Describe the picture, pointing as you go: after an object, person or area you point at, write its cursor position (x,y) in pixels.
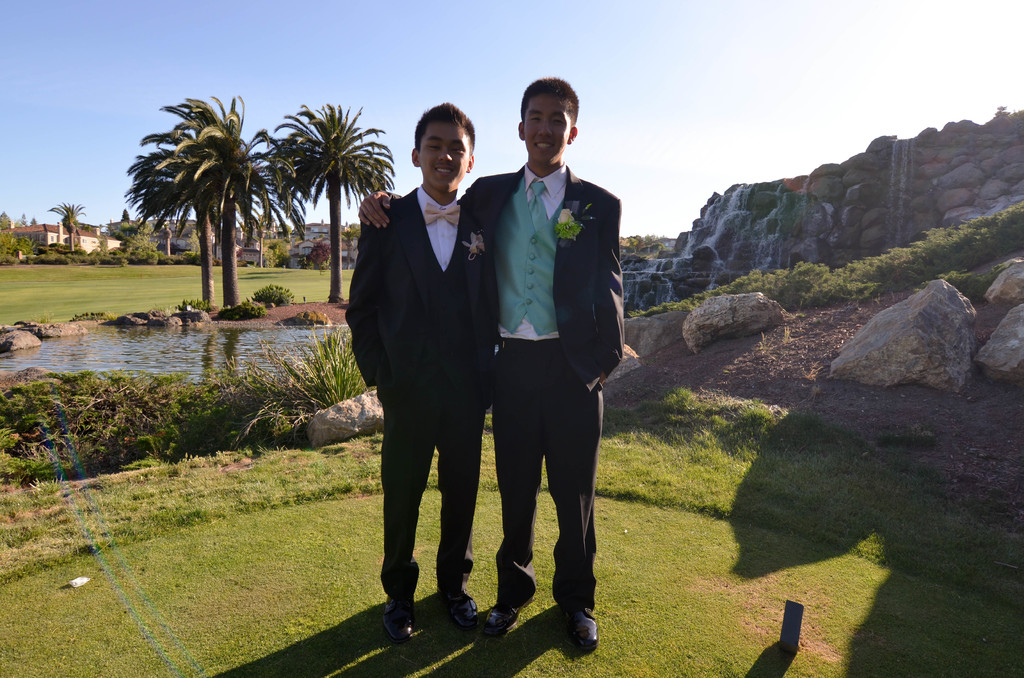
In the image there are two boys (553,235) standing on the ground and they are smiling. On their dresses (493,243) there are flowers (562,216). On the ground (709,464) there is grass (742,439). On the right side of the image (765,319) there are rocks (1005,297) on the ground (816,314). And also there are small plants (893,272). Behind them there are stones (817,179) with water (728,227) flowing on it. On the left side of the image (253,339) there is pond (55,341) with water (66,348). Around the pond (13,363) there are small plants (343,351). In the background (136,224) there are trees (159,208) and also there are buildings (51,232). At the top of the image (272,47) there is sky (294,10).
